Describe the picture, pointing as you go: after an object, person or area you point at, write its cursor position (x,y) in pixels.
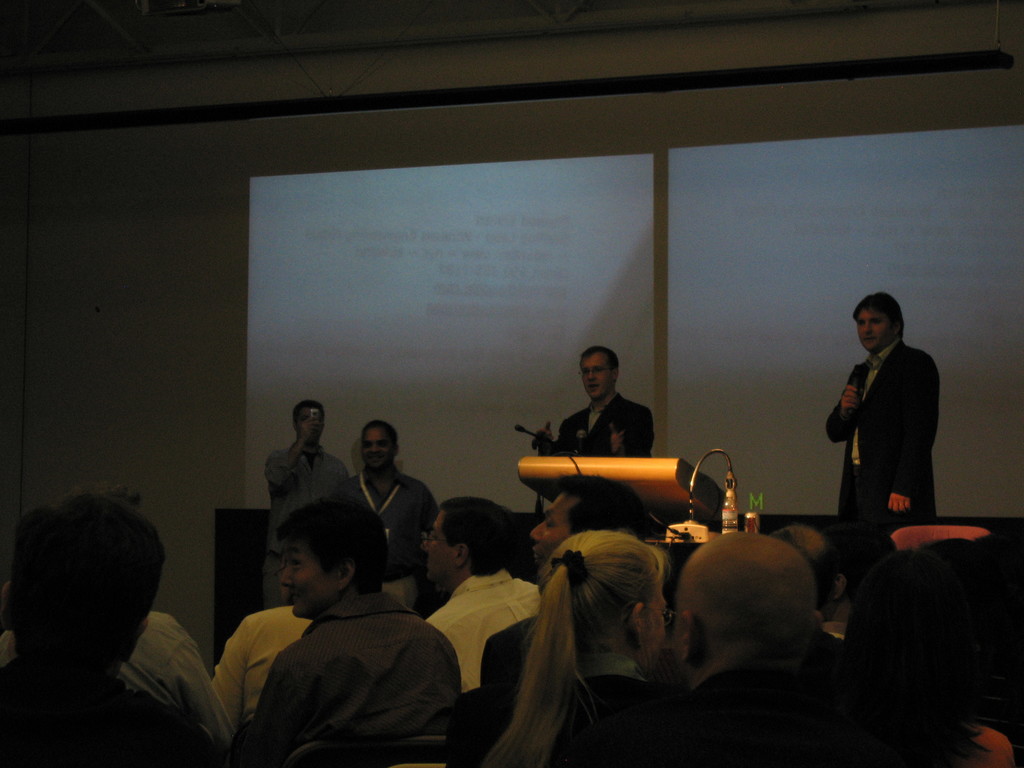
This picture is taken in the dark where we can see these people (708,721) in the foreground (978,621) are sitting on the chairs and this person (574,450) wearing blazer (632,451) is standing near the podium (527,466) where mic (522,429) is placed, we can see this person (882,440) wearing blazer (907,385) is holding the mic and this person (287,466) is holding the mobile phone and standing here. In the background (338,405), we can see the projector screen (625,267) projected on the wall (127,162).
